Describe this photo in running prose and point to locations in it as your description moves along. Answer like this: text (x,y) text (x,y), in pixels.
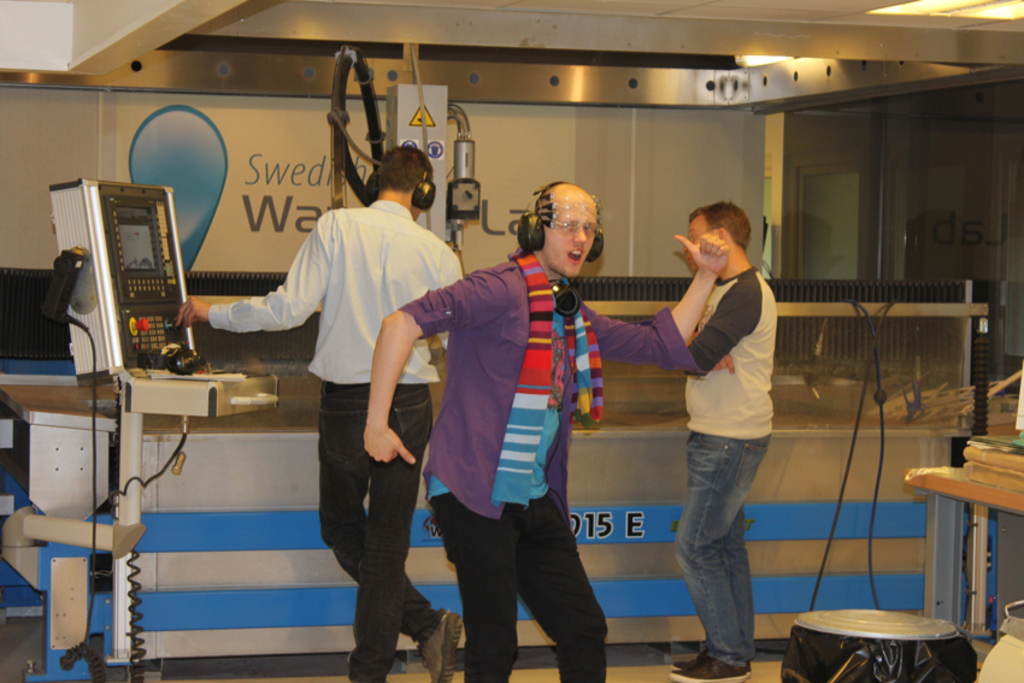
This person (527,292) dancing and wearing headset (595,234) and these two people (736,264) standing and this man (412,206) wore headset (426,202). Right side of the image (947,475) we can see object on the table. Here we can see electrical object (114,326) with stand (126,533). In the background (943,370) we can see electrical device (341,51), wall (530,113) and banner (516,122). Top we can see lights (988,13).
